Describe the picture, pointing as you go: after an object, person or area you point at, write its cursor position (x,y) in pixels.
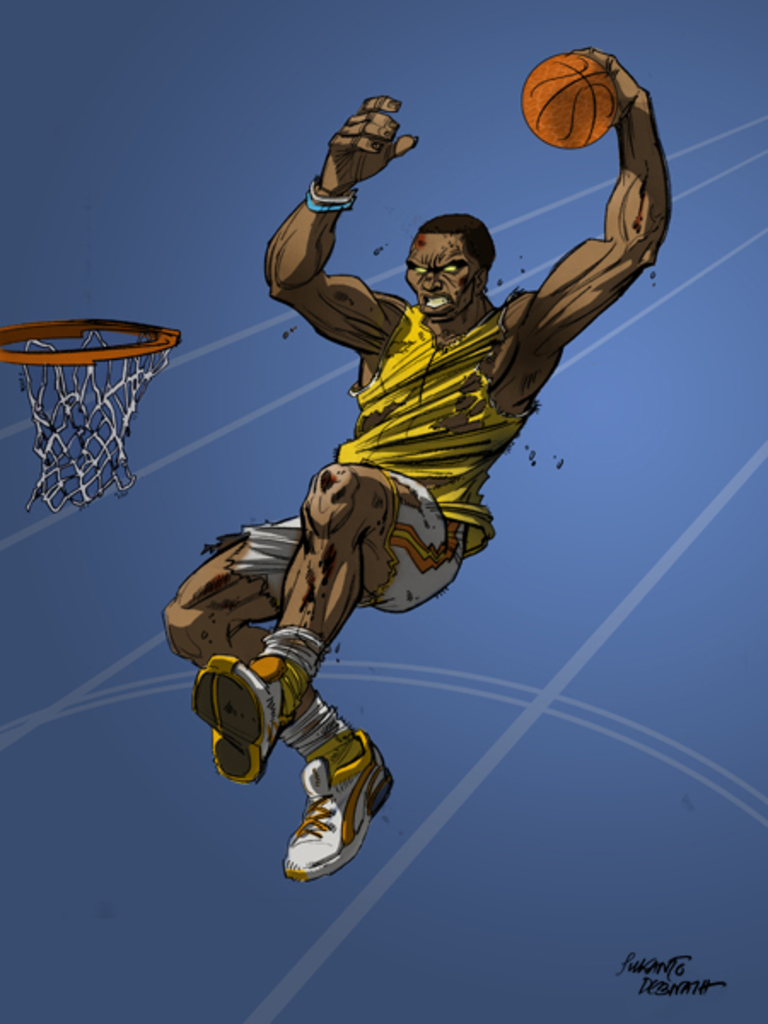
In this image we can see there is an art (547,373) of a person (325,549) playing basketball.
